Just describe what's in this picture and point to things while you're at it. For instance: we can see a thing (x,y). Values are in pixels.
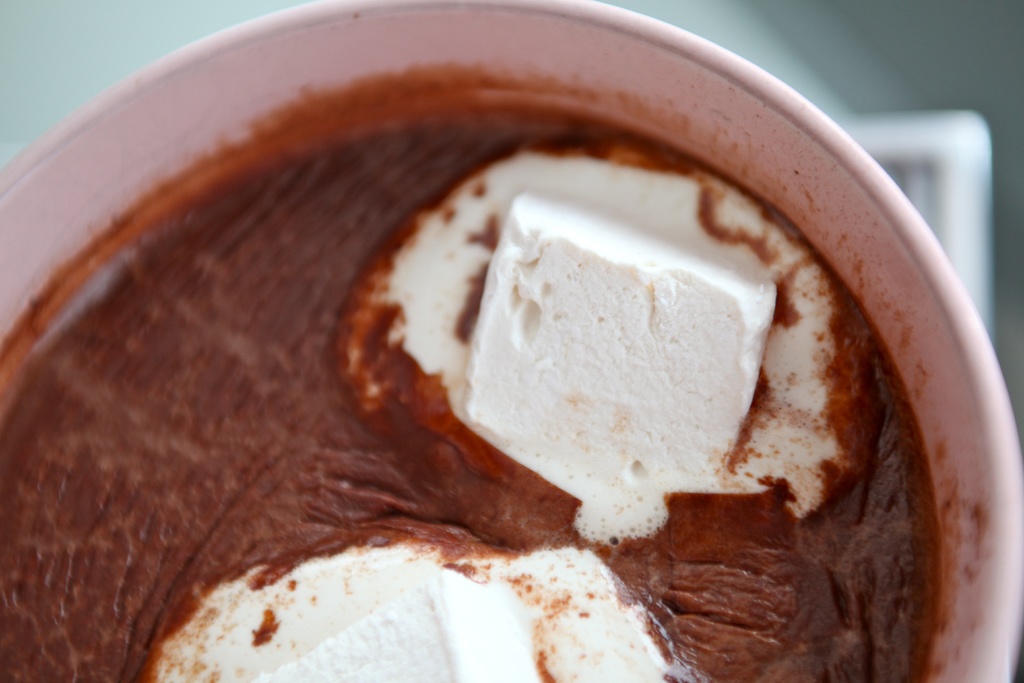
In this image, I think this is the cup (238,104) with hot chocolate (312,259) and marshmallows (653,463) in it.
